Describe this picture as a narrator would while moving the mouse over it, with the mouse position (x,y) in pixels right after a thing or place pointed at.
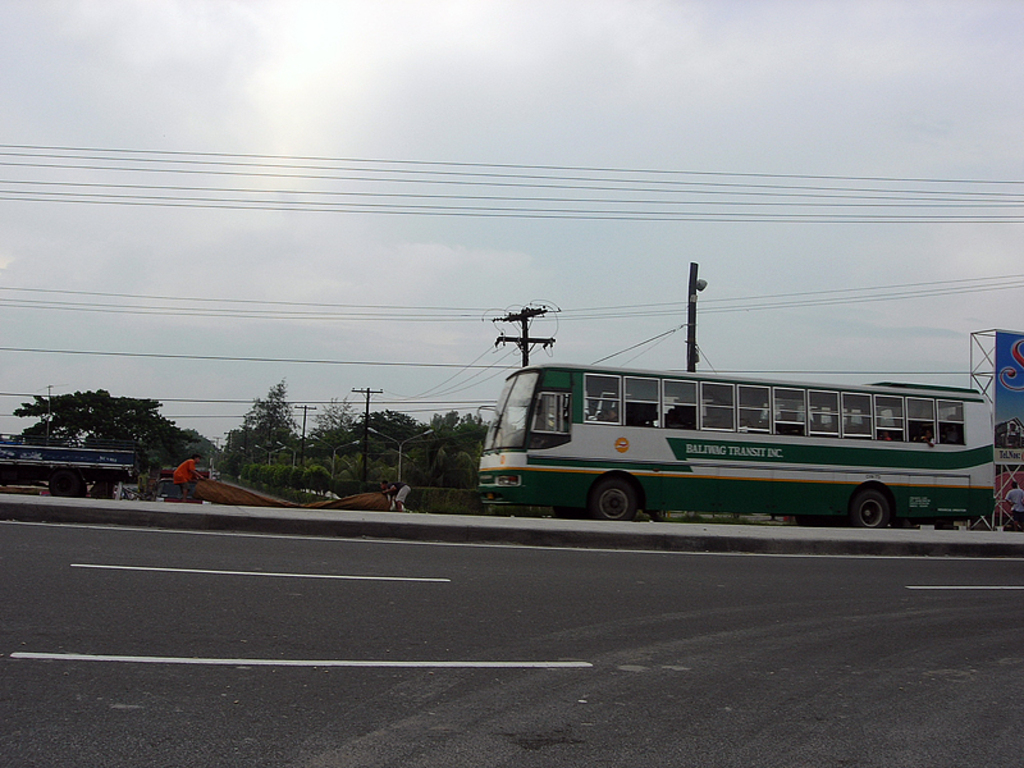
In the image there is a road (324,586) and on the road (94,524) there is a bus (638,499) and other vehicle (90,464). Behind the vehicles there are trees (118,407) and current poles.
